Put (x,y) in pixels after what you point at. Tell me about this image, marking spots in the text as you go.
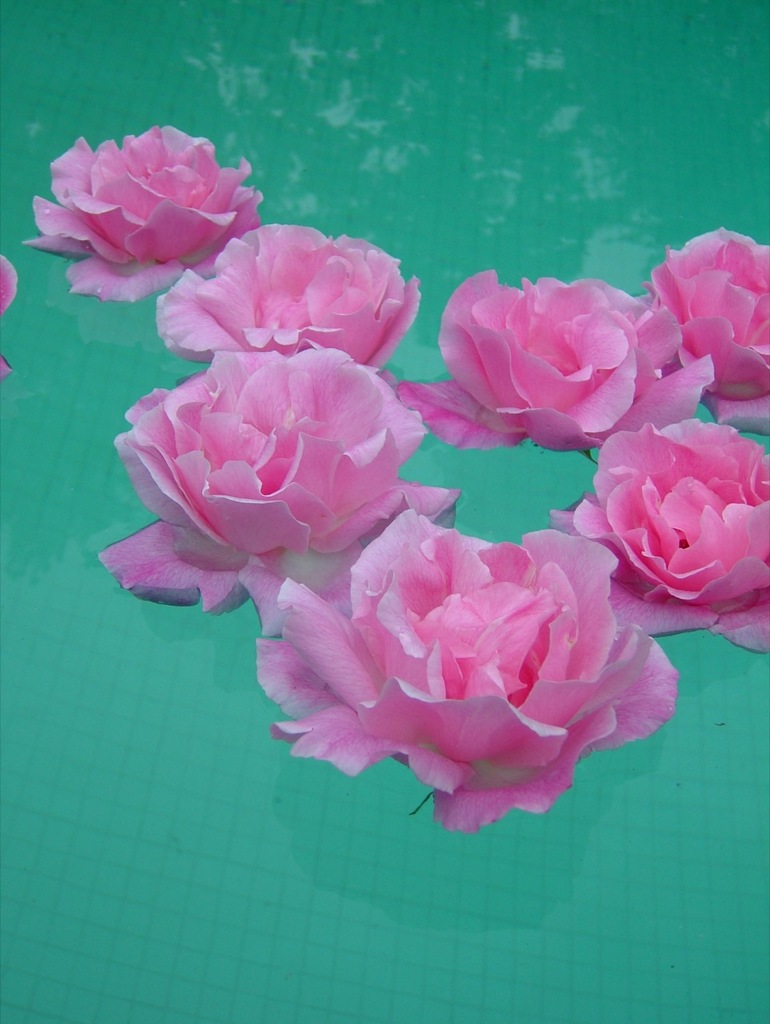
In this image I can see few flowers (424,604) which are pink in color on the surface of the water (315,176). I can see the water (398,155) are green in color.
